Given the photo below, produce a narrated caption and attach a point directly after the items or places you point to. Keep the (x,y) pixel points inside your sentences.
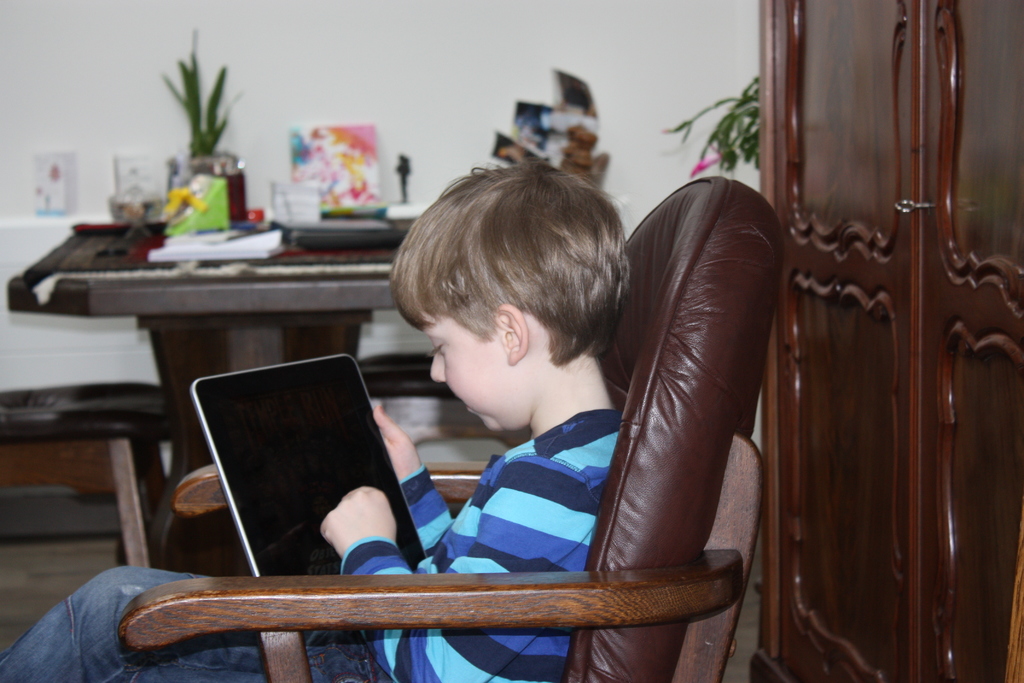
In this image there is a kid (505,477) sitting in a chair (686,463) and using the tablet (300,439). At the background (333,98) there is a wall (311,58) and a table (154,298) in front of it on which there are papers (248,240), flower vase (229,161), toys (191,203), painting (326,172). At the back side of the kid (551,260) there is a cupboard (929,269).
